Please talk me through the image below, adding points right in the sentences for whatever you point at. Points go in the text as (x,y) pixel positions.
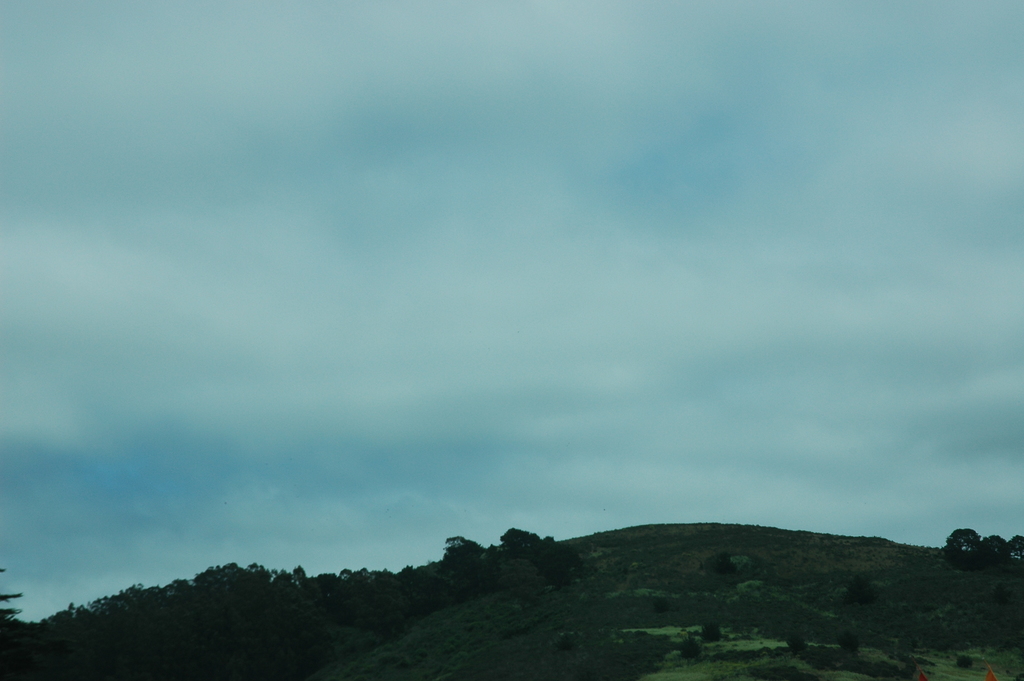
In the picture we can see a hill (541,585) with plants (573,580) and trees (455,549) and in the background (379,534) we can see a sky (291,466) with clouds (292,303).
